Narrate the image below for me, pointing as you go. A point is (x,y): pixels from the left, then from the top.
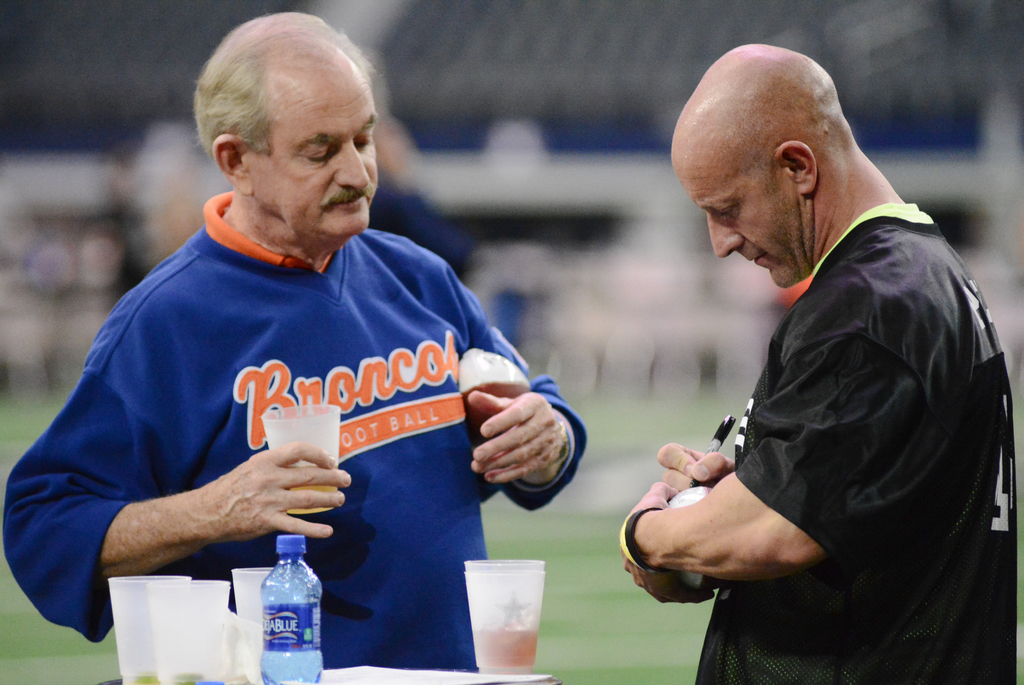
In the image we can see there are two men (955,370) who are standing and in front of them there is table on which there are glasses (248,580) and a water bottle (293,634).
